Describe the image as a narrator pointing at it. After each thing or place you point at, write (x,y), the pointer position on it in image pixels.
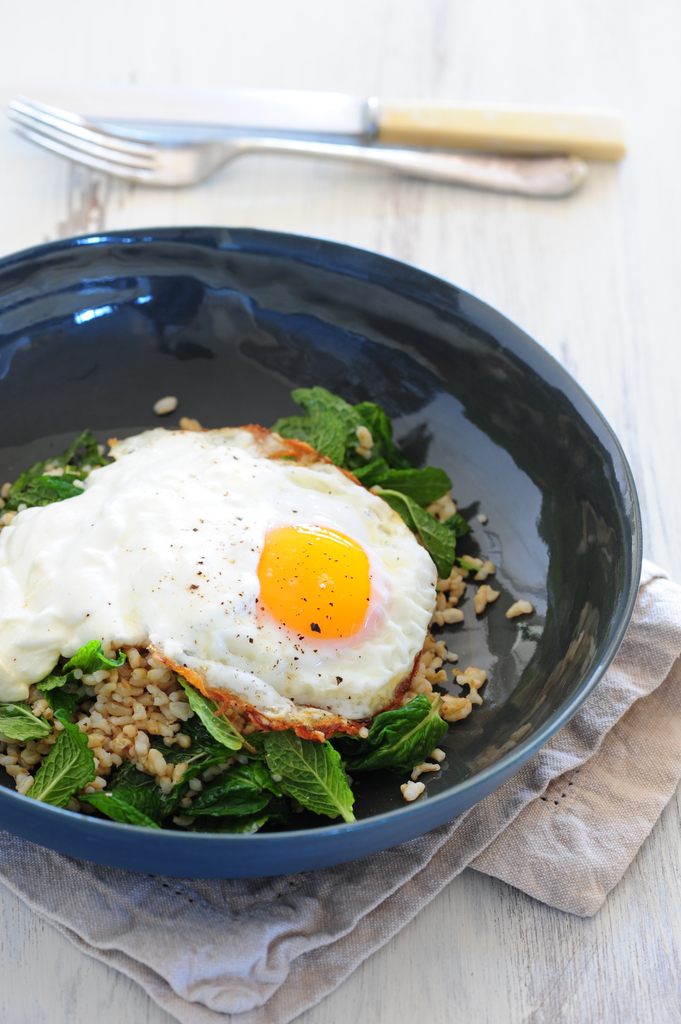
In the image I can see a food (406,514) in the black and blue color bowl (567,581). I can see a cloth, fork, knife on the white surface (583,287).
